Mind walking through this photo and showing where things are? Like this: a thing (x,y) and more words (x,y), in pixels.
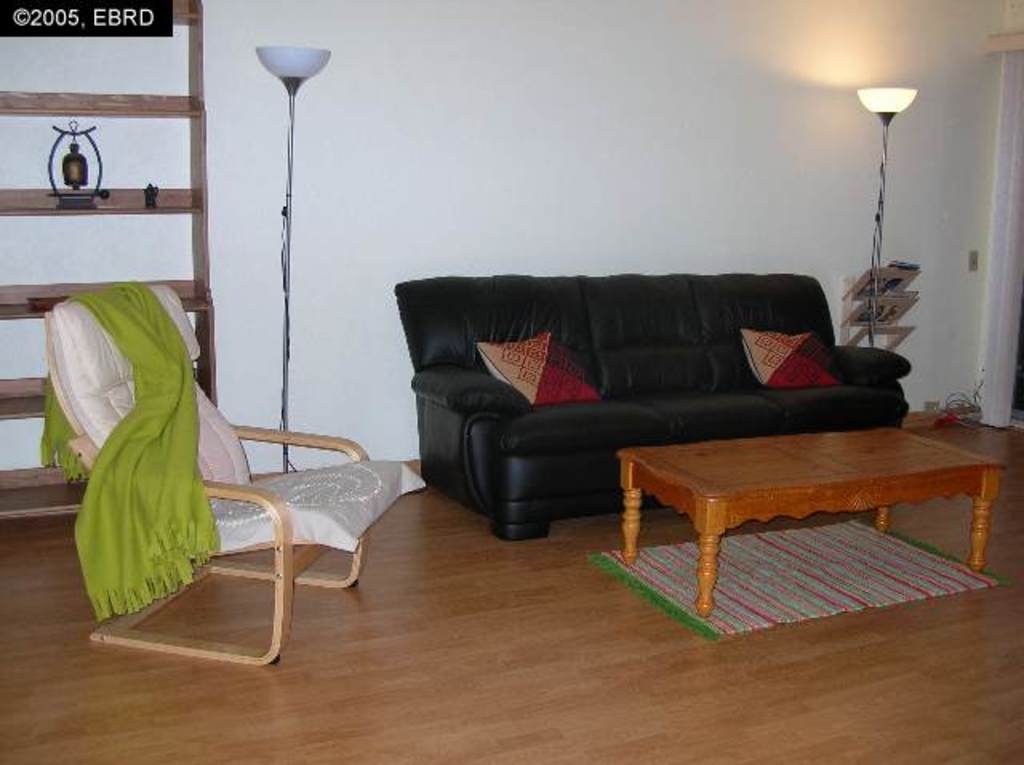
In this image there is a sofa (448,435). Colourful two cushions (584,381) on it. In front (704,487) there is a table (785,479) under which a mat (784,558) is placed. On two sides of sofa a lamp (288,284) is placed. At left side (31,412) there is a wooden rack (27,481) in which an antique item (81,176) is placed. At left side (143,452) there is a chair (108,425) on which cloth (152,483) is placed.
